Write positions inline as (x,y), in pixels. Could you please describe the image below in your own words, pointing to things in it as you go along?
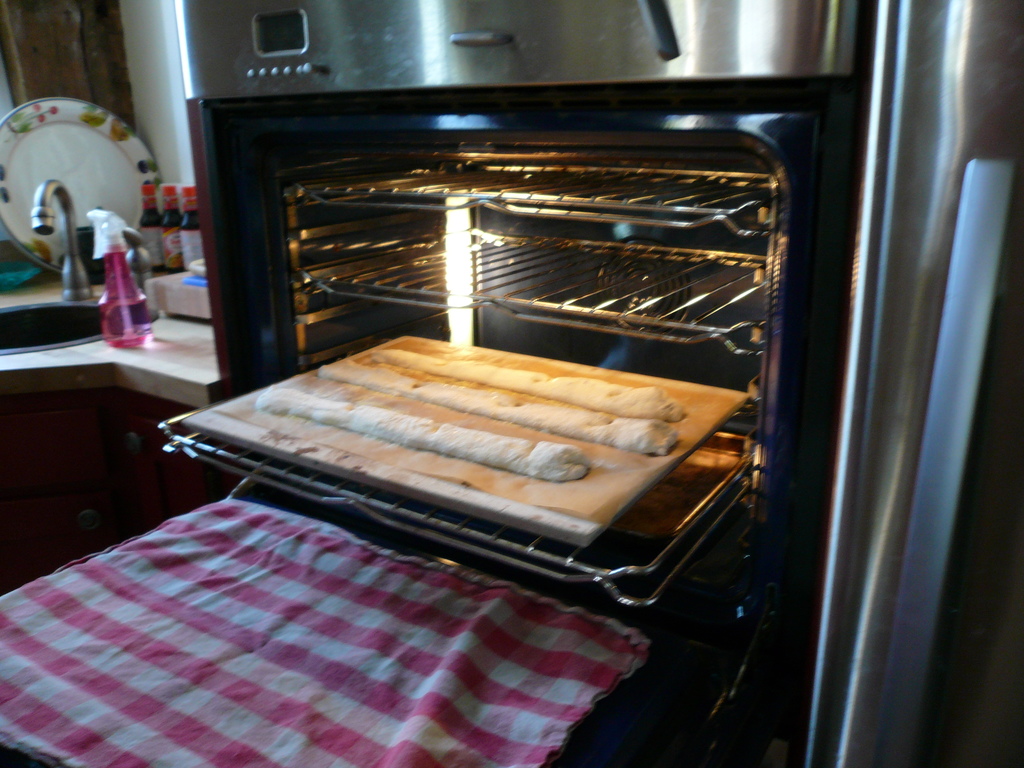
In this image I can see a cloth (269,651) which is pink and white in color and an oven (494,158) which is black in color. I can see three grills (536,209) and three dough's (466,406) in the oven (575,283). I can see the counter top (169,353) of the kitchen (173,324), a sink (78,321), a plate (63,141) and few bottles (121,231).
